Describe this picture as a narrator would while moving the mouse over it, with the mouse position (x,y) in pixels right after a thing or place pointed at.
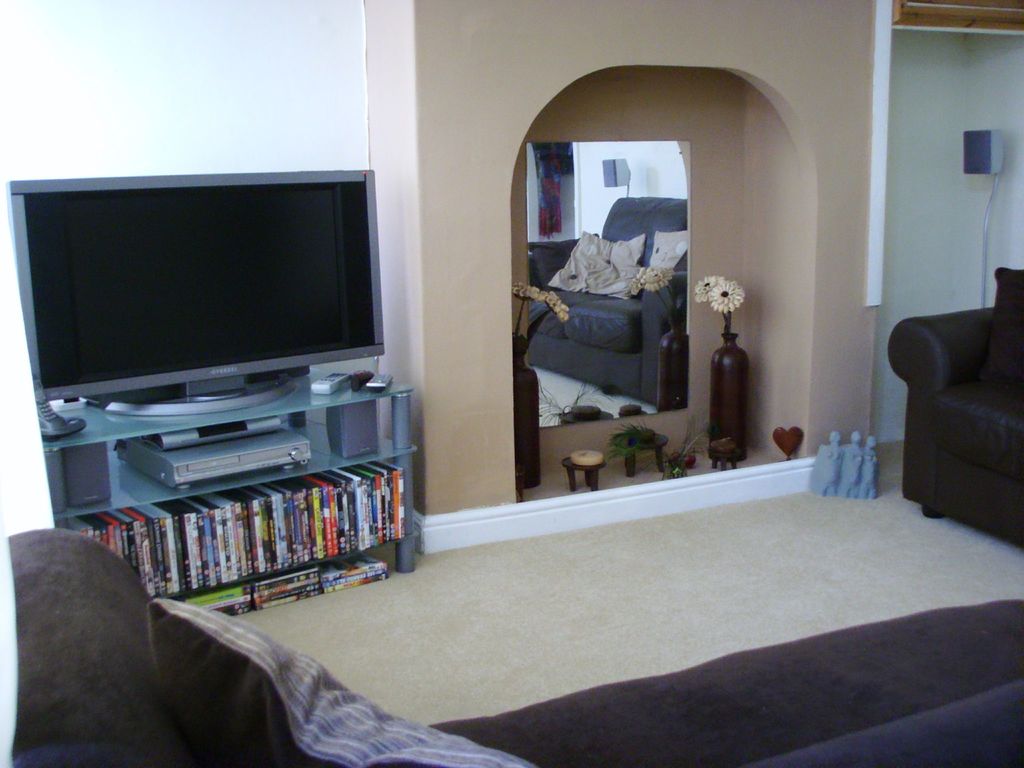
In this picture we can see a television (238,311) and these are the DVDs (314,519). Here we can see a mirror (589,262). And there is a sofa (612,324). This is a flower vase (723,383) and this is floor (881,583).
